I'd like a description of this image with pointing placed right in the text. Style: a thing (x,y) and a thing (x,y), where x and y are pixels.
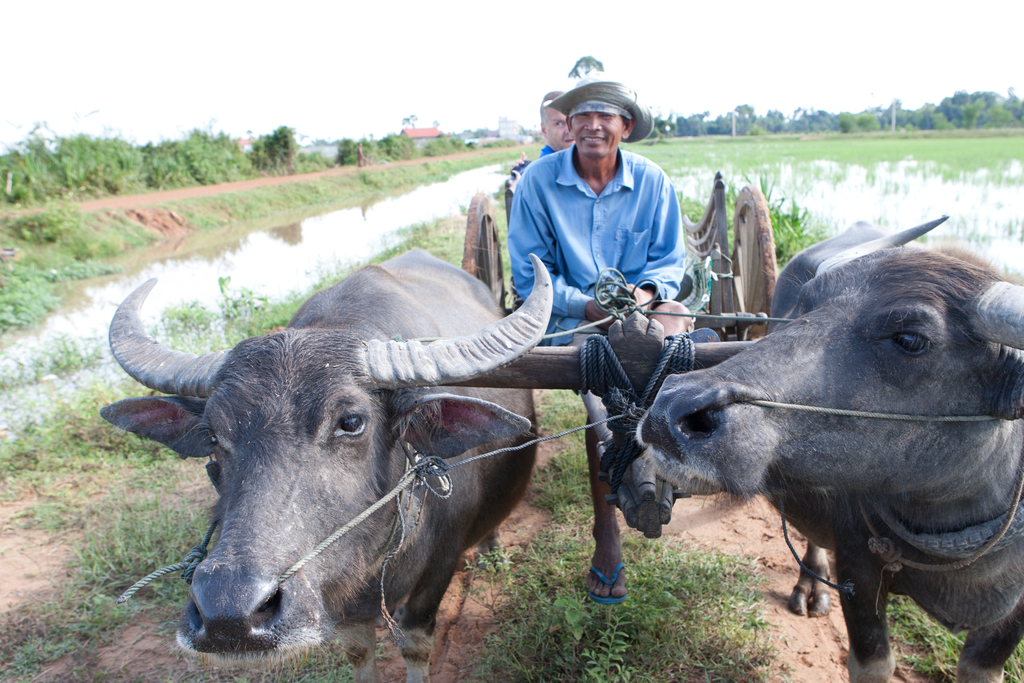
In this picture we can see two animals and two men (548,189), they are sitting in the cart (741,309), in the background (493,165) we can see water (921,186) few trees (404,148) and poles (894,109).
